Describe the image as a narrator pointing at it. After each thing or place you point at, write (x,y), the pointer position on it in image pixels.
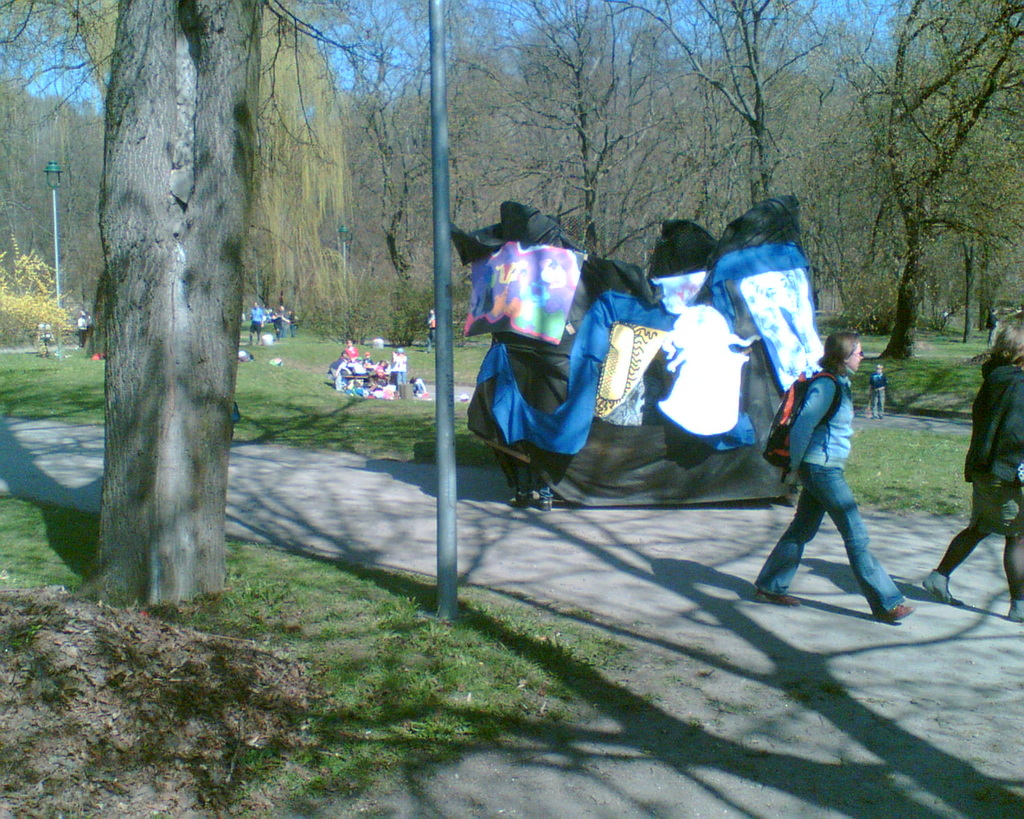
In this picture there are people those who are sitting and standing on the grassland (322,347) in the background area of the image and there are trees (288,35) around the area of the image, there is a pole (450,346) in the center of the image (440,321).
